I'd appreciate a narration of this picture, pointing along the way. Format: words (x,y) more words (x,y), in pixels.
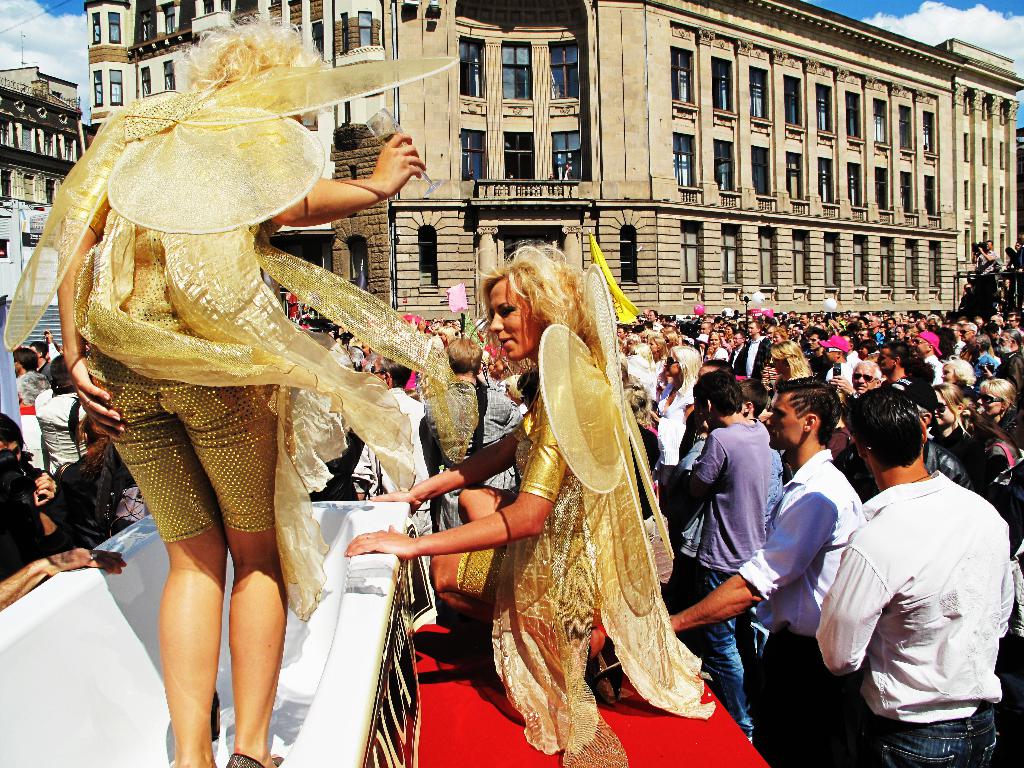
In the foreground (375,333) I can see two persons (269,465) in costumes (356,410) and one person (298,536) is standing in a bath tub (328,676) and red color surface (496,728). In the background (673,363) I can see a crowd (994,590) on the road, buildings (791,205), windows (629,254), wires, steps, vehicle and the sky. This image is taken may be during a day.
